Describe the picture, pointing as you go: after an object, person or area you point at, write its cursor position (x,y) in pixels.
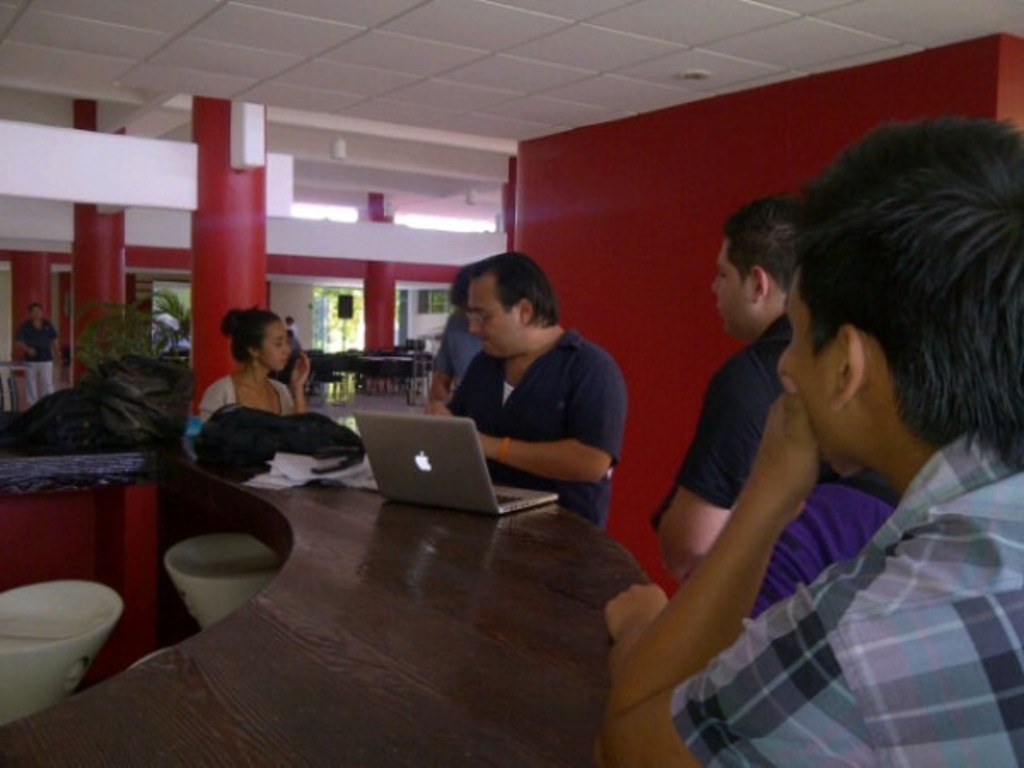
In, this image, we can see persons (584,416) in front of the table (344,521). This table (353,594) contains a bag (265,427) and laptop (385,469). There are pillars (242,287) on the left side of the image (106,291). There is wall (591,273) in the middle of the image (591,273). There are chairs (78,605) in the bottom left of the image (90,608). There is ceiling (543,40) at the top of the image (539,55).
